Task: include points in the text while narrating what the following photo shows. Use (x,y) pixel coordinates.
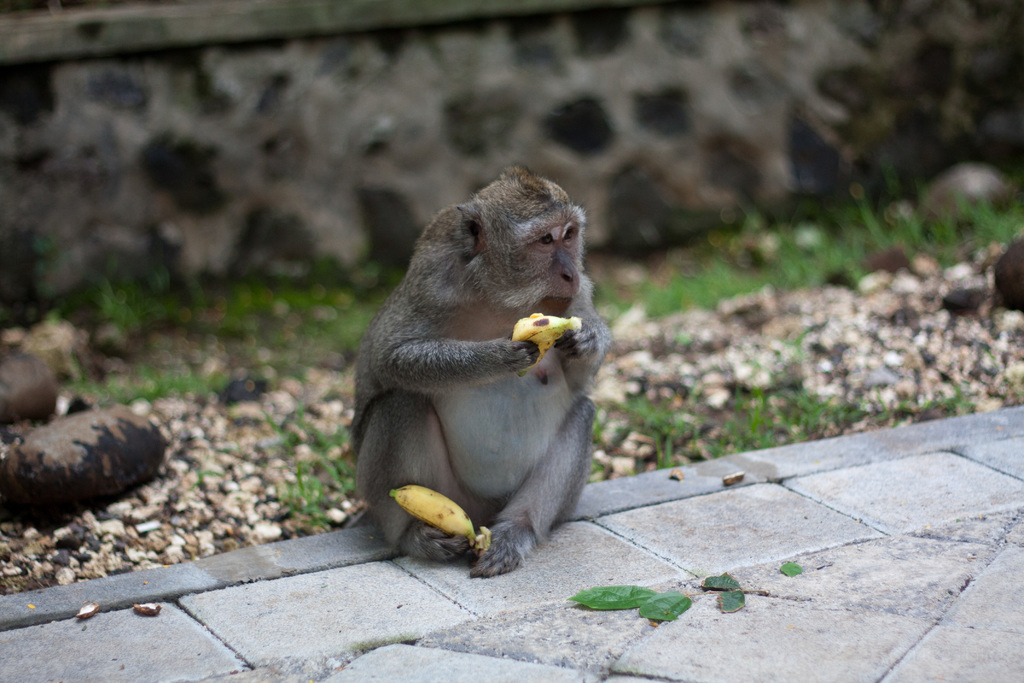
In this picture I can see path (112,666) in front (518,529), on which I can see a monkey (370,371) which is holding 2 bananas (421,511). In the background (257,411) I can see the stones (756,301), grass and the wall (699,150).
